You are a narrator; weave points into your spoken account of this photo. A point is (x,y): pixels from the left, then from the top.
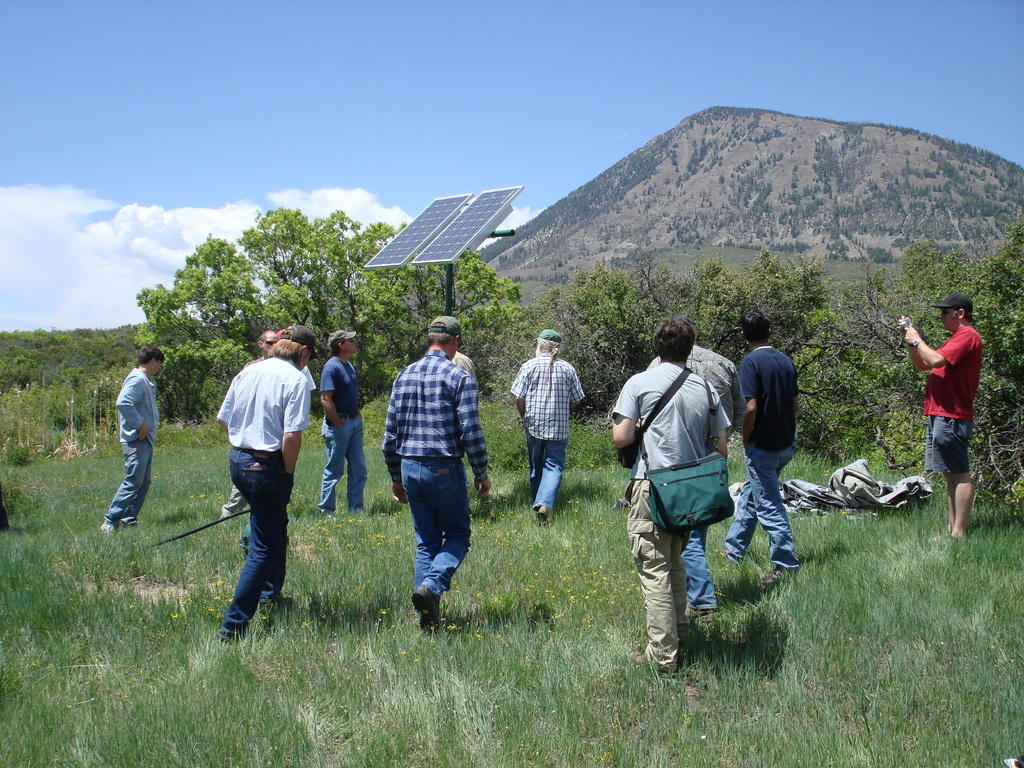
In the image there are few men (667,380) standing on the ground (575,528). On the ground (326,578) there is grass (588,556) and also there are flowers (593,591). In the background (506,240) there are trees (467,268) and also there is hill (738,203). At the top of the image (571,136) there is a sky (739,57) with clouds (61,274).
